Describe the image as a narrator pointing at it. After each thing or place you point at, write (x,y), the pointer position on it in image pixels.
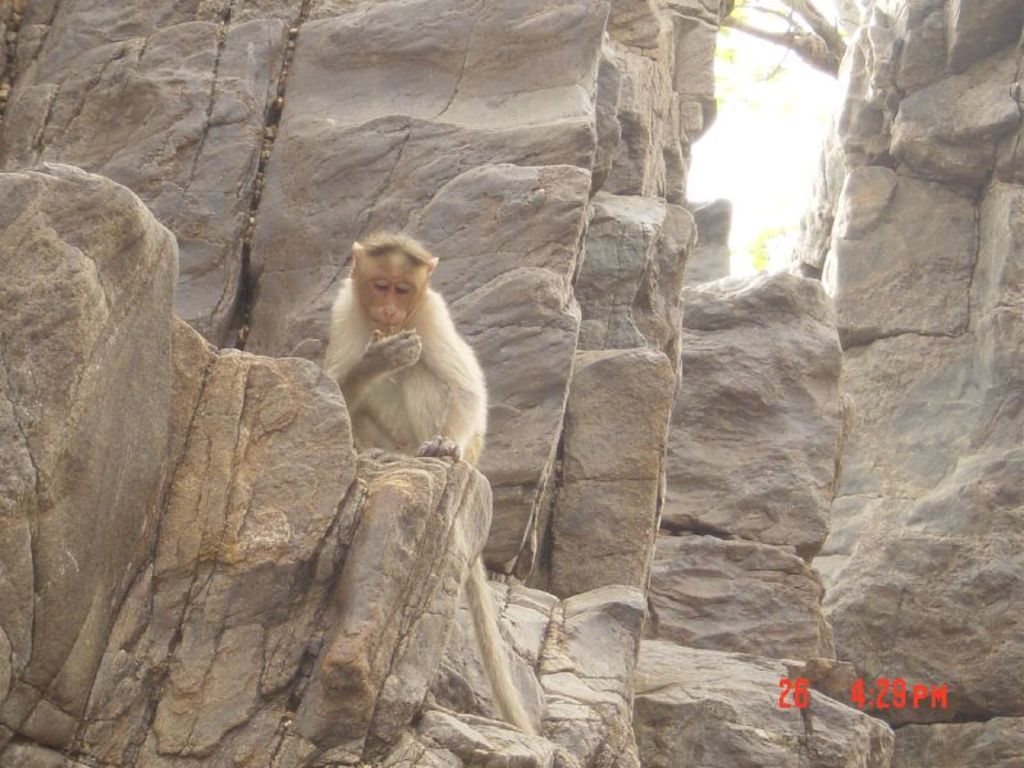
In this image I can see a monkey (413,383) is sitting on the stones (476,490). On the right side (901,700) there is the red color text (868,697).
